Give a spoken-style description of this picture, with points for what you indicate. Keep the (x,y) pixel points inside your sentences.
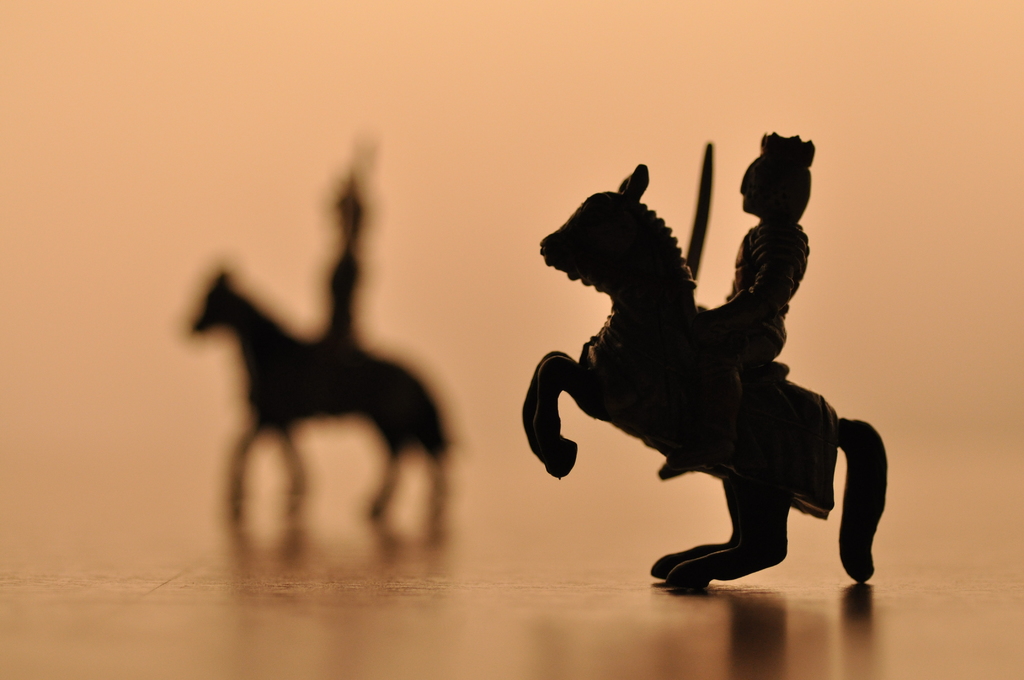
In this image we can see a showpiece of a horse (695,334) which is jumping and there is a person (795,186) on horse (678,342) holding sword (701,246) in his hands (698,319) and in the background of the image (351,248) there is shadow (353,184).
